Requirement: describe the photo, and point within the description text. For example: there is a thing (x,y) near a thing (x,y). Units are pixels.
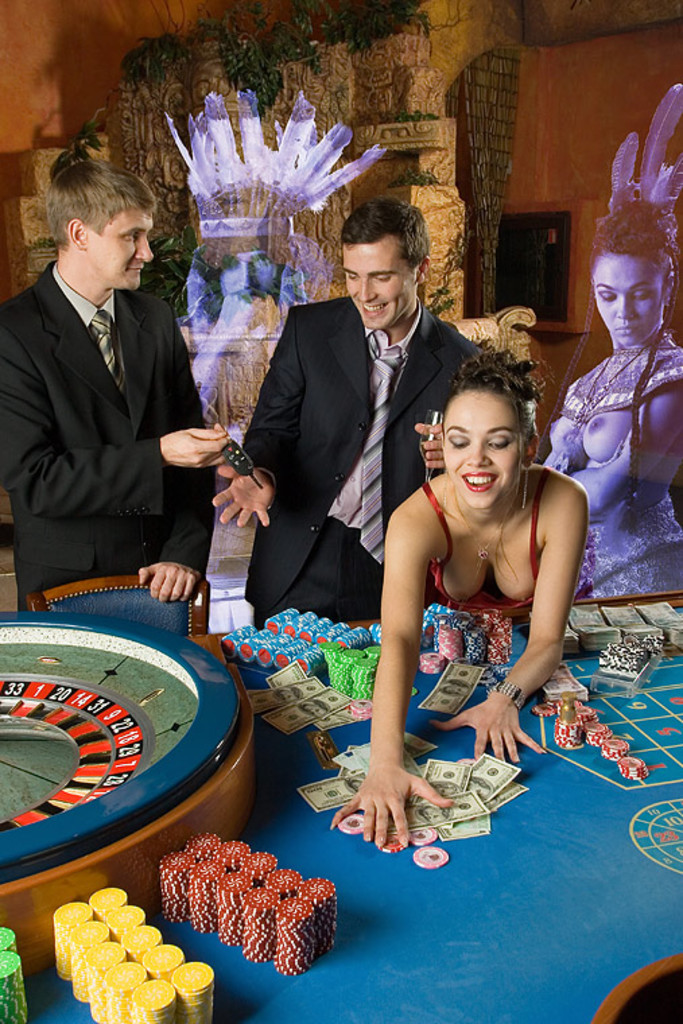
Here we can see few persons (469,583). This is table (493,916). On the table (555,891) there are cards (270,702), and coins (62,975). There is a chair (200,593). In the background (415,41) we can see a wall (549,143) and there are plants (353,10).
